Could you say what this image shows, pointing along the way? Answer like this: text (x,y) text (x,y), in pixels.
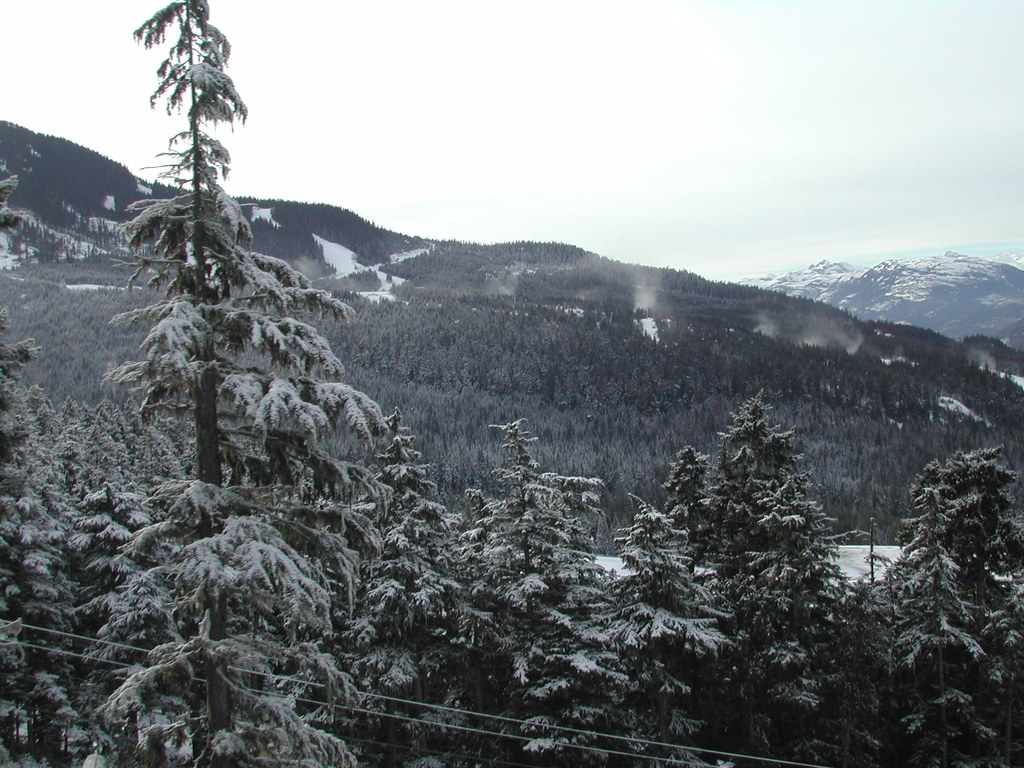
In this picture there are few trees (441,453) and mountains (364,299) covered with snow (327,418).
